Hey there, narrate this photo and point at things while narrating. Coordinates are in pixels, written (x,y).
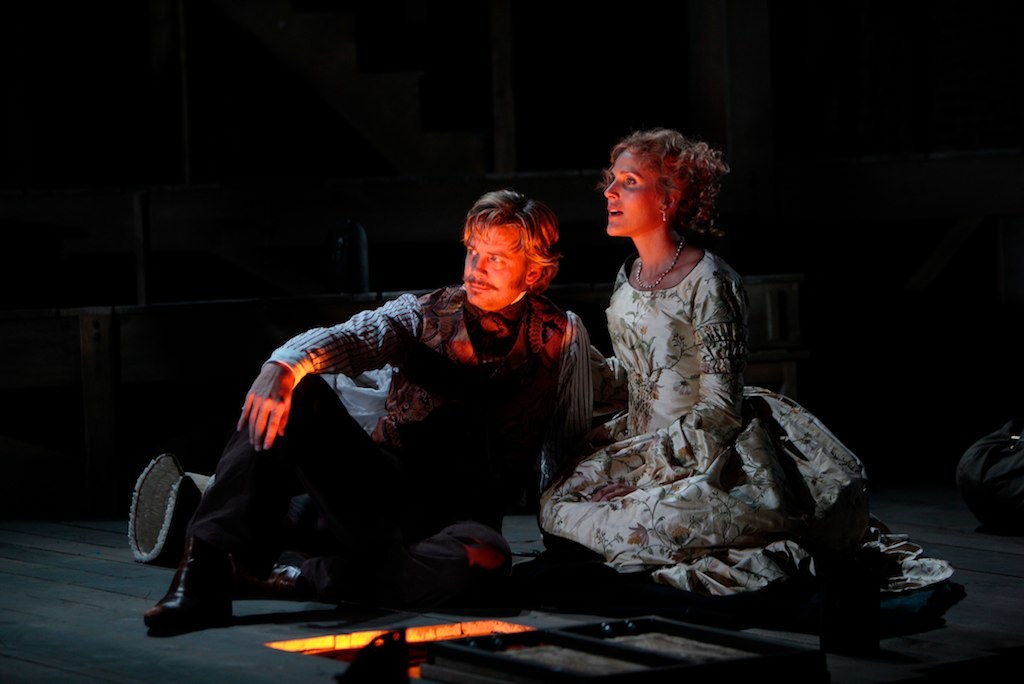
This image consists of two persons (427,552). One is man (580,431), another one is woman (739,531). They are sitting.
